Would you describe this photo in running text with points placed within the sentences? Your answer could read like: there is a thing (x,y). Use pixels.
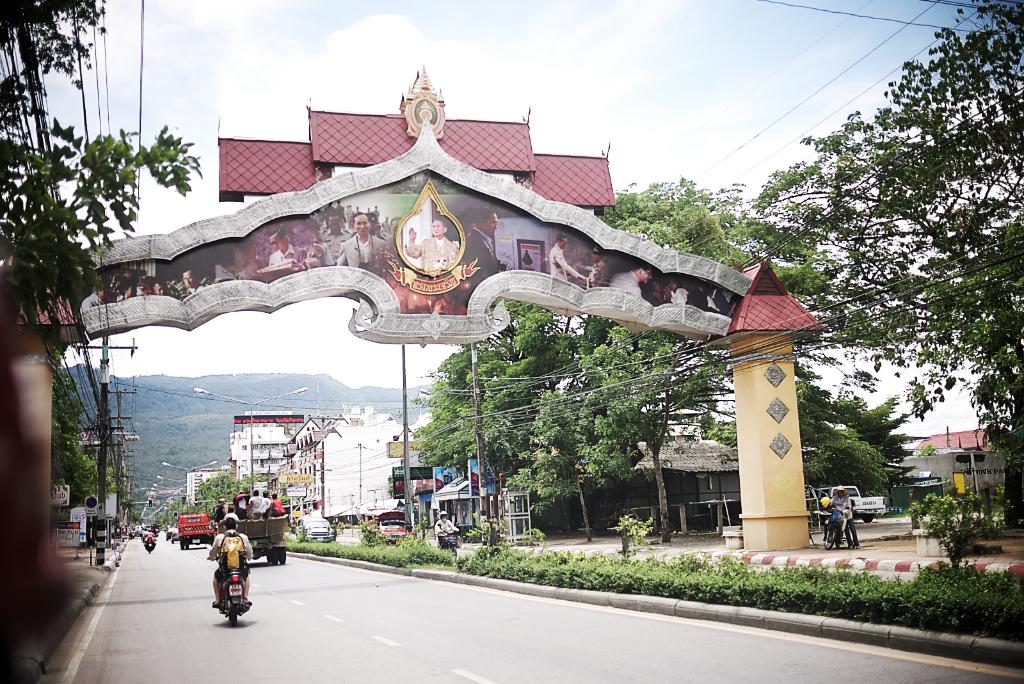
In the image there are few vehicles (203,538) on the road (167,554) and there is an arch (412,240), there are some pictures (399,232) on the arch (414,246), there are many trees (566,416), buildings (264,435) and street lights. There are few current poles (97,517) on the left side (114,414), in the background (232,408) there are mountains (133,419).
